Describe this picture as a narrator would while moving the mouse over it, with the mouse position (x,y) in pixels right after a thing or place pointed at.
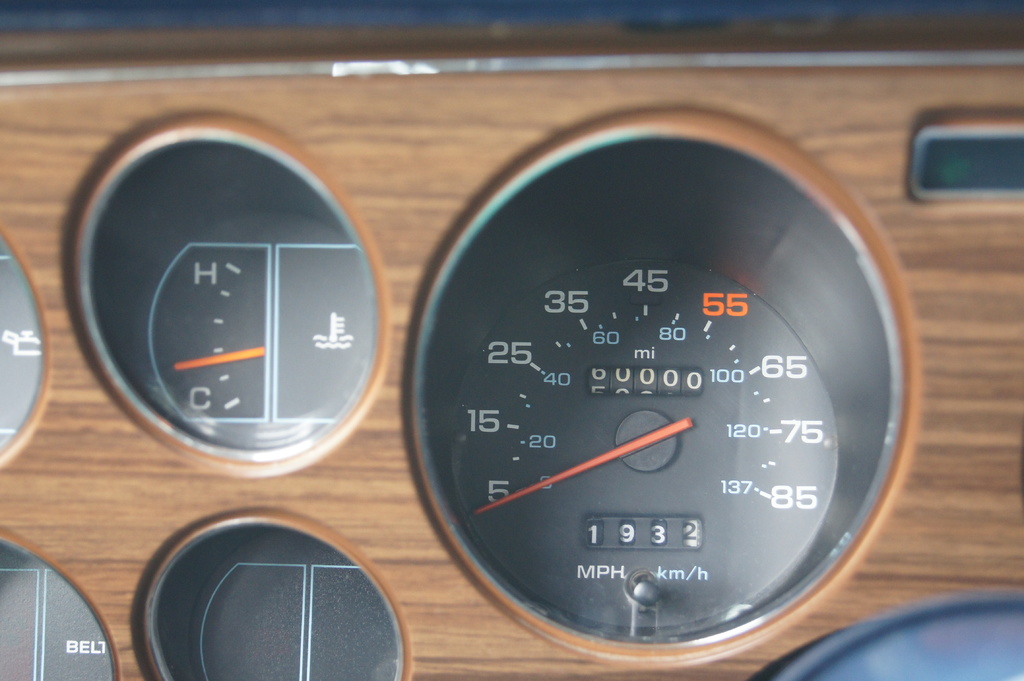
In this image we can see the speedometer (742,466) on the wooden object (965,325).
